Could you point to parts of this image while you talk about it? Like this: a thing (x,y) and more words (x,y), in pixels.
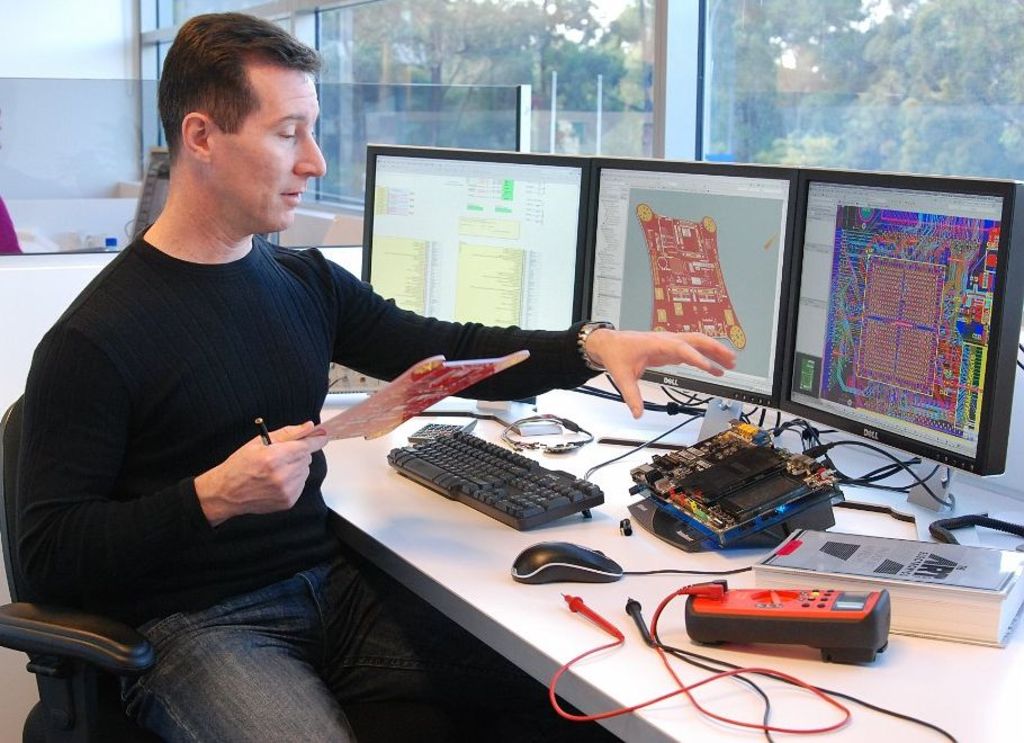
In this image we can see persons (319,704) sitting at the table (422,552). On the table (422,552) we can see monitors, keyboard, electrical equipment (750,477), mouse (526,574), object (721,633) and book (817,557). In the background (812,97) we can see trees (763,110), windows (712,97) and wall (138,79).
